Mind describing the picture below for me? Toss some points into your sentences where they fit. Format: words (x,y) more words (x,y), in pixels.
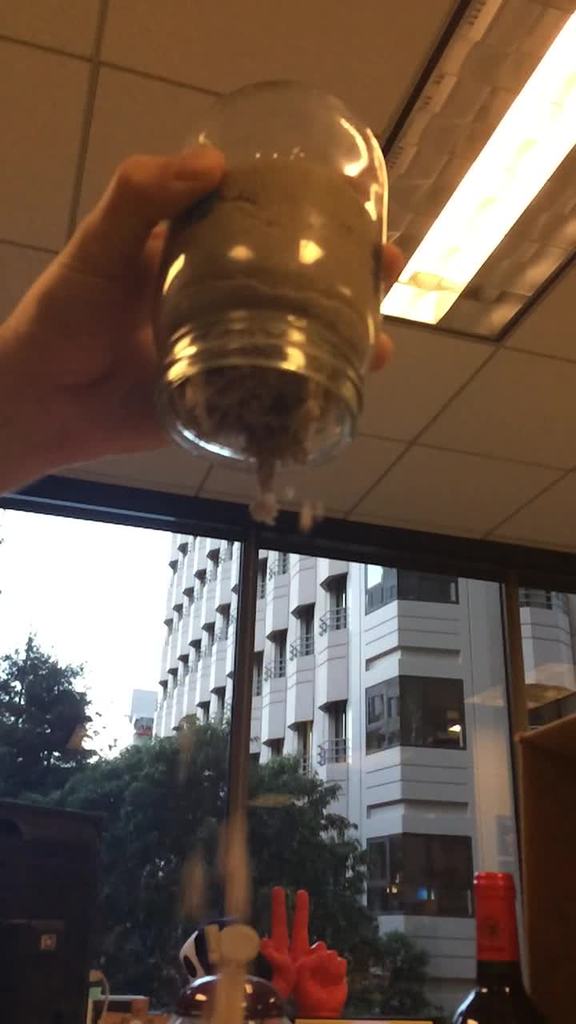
In this image I can see a person (150,376) holding the container (303,313). And down there is a bottle (503,936), trees (205,816), building (374,653) and the sky (129,589).
